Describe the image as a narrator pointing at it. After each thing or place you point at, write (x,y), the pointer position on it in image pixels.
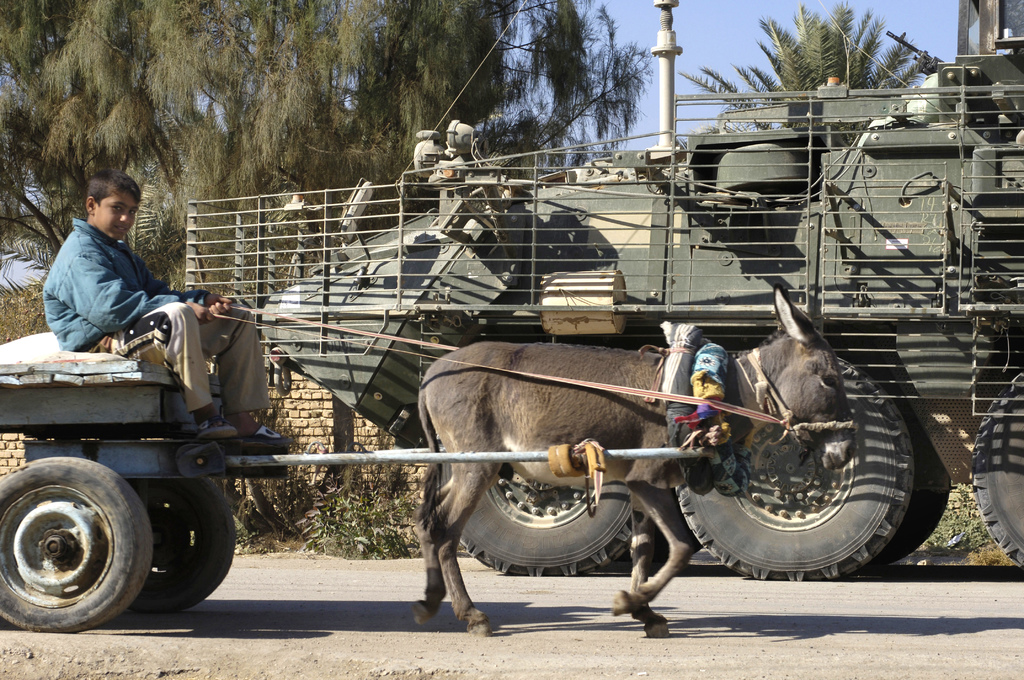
In this image we can see a boy (114,202) sitting on a cart (132,380). There is a donkey (628,400). In the background of the image (962,89) there is a war tank (711,166). There are trees (160,17). There is a pole (659,42). At the bottom of the image (273,614) there is road (127,616).
